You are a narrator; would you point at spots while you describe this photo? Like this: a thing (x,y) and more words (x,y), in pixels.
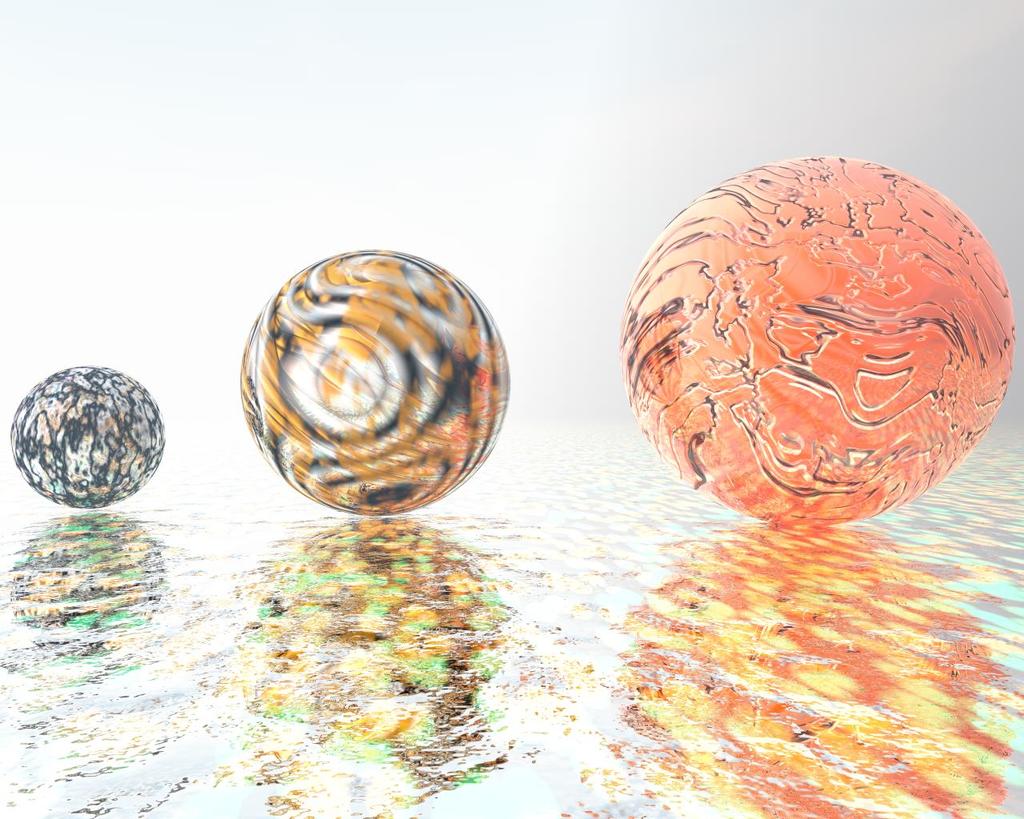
In the image there are three balls (391,388) on the water (643,624).
